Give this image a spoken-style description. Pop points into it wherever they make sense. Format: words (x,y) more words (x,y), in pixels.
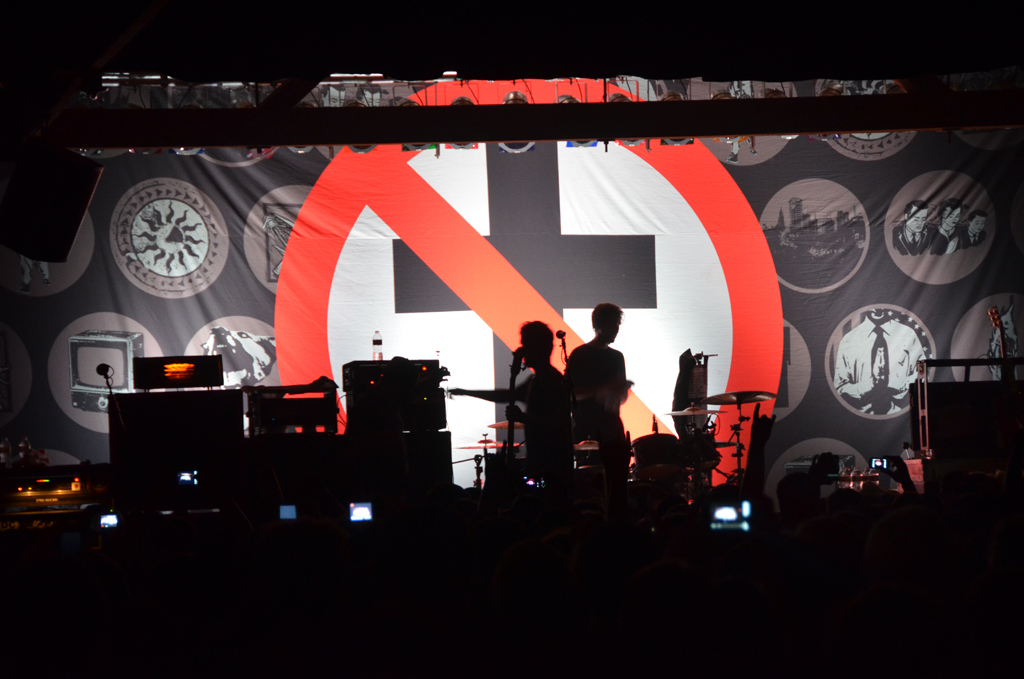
This picture is taken in the dark, where we can see two persons (550,414) are standing. Here we can see musical instruments (709,398), some objects (374,391) and in the background (382,307), we can see the banner (751,84).
